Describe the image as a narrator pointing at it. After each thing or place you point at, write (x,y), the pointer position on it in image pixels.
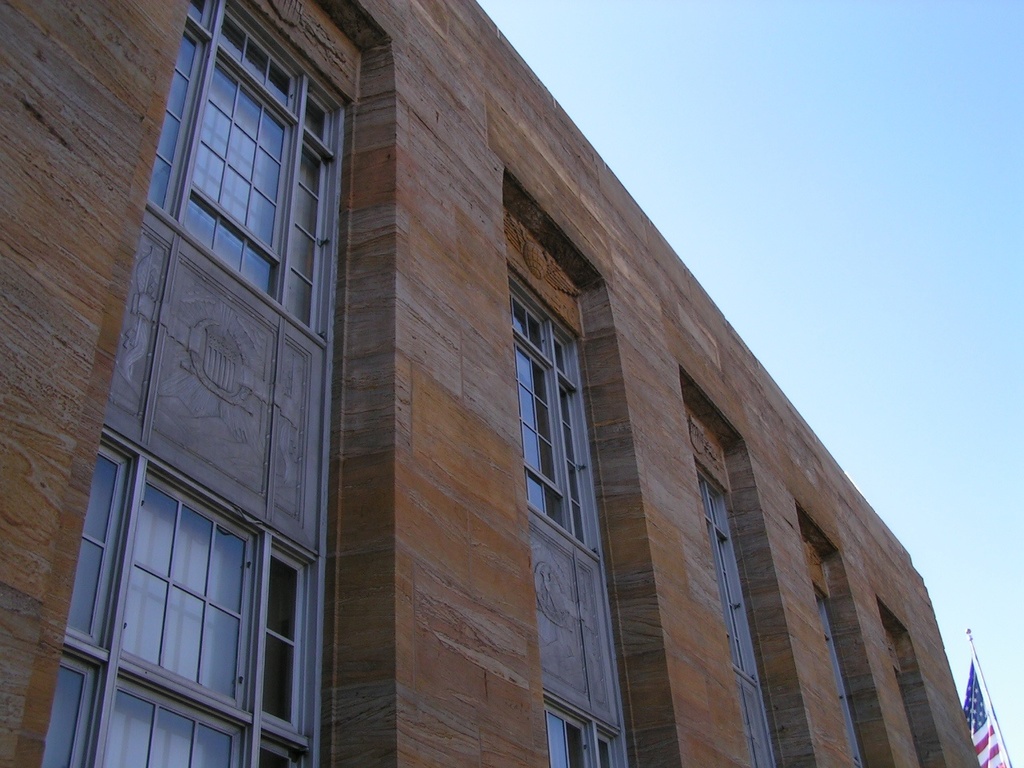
In this image we can see building (363,455), flag (973,714) to the flag post (984,688) and sky (956,389).
